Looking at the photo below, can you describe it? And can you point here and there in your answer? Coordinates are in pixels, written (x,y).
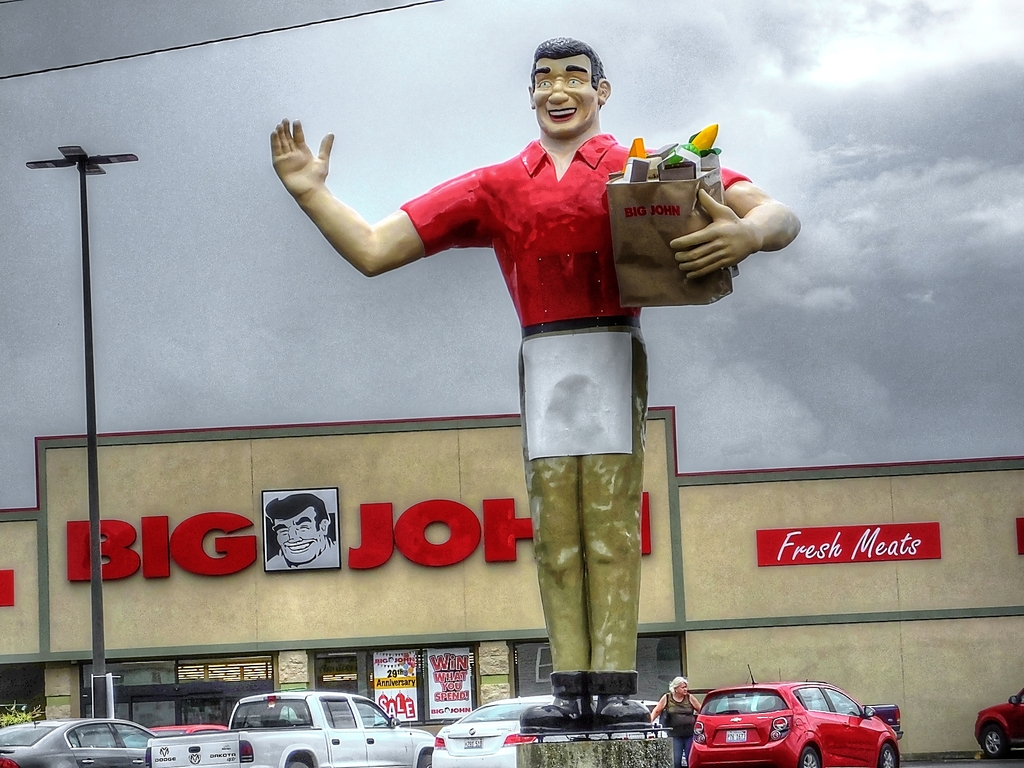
In this image we can see a statue (544,273), light pole (100,172), vehicles (37,759), a building (312,469), wire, there are some posters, and board (916,546) with some text (390,662) on them, also we can see the sky (251,52).
